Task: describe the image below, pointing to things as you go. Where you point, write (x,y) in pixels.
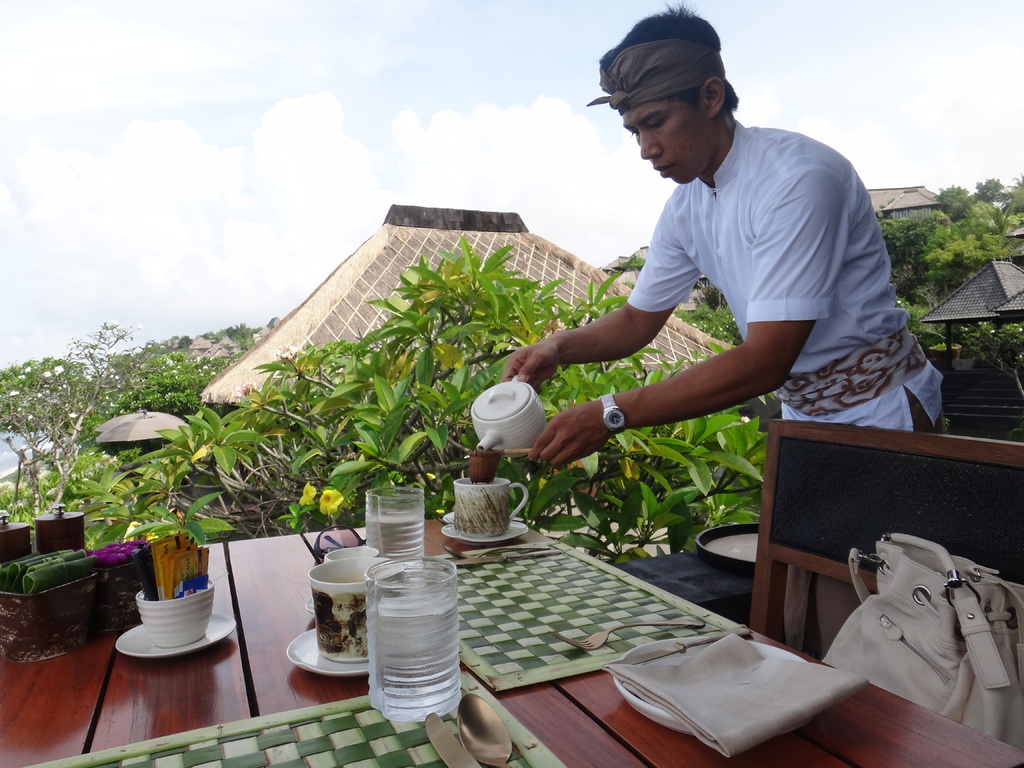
In this image there is a man (775,240) standing, he is holding an object (508,425), there is a table (145,687) towards the bottom of the image (297,685), there are objects (434,627) on the table (562,712), there is a chair (901,495), there is a bag (916,630), there are trees (280,415), there are buildings (930,198), there are flowers (324,503), there is the sky (339,113) towards the top of the image (281,117), there are clouds (267,166) in the sky (374,166).
